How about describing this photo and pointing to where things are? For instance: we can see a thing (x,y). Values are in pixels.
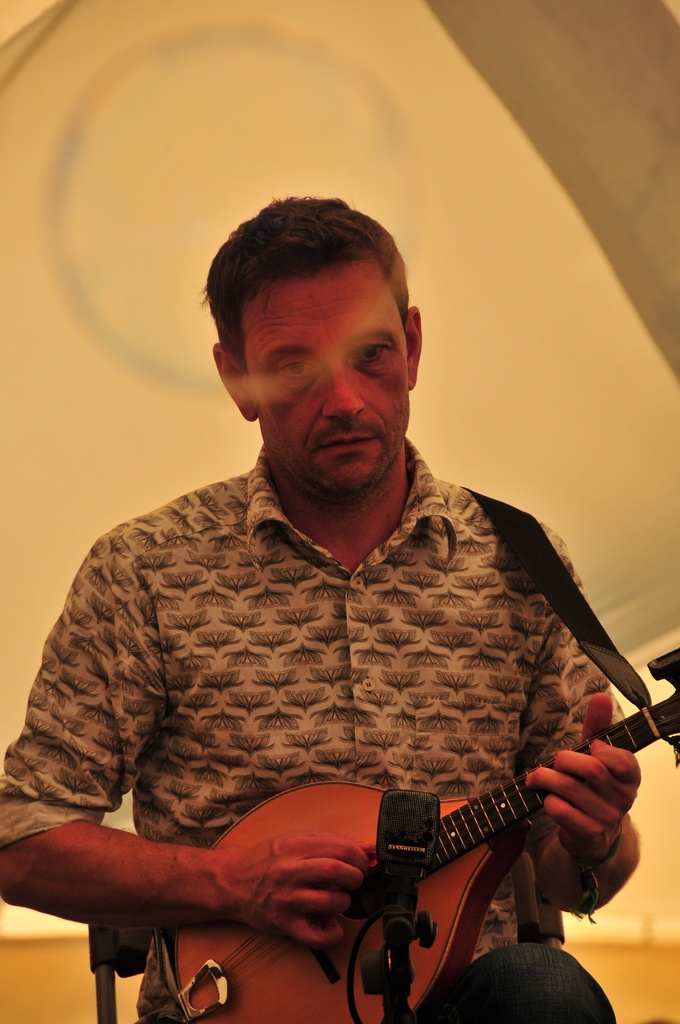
In the picture, man (458,679) is sitting he is playing a musical instrument (490,844), he wore it around his shoulder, he is wearing flower design shirt (381,622) the background (469,97) is cream color.
